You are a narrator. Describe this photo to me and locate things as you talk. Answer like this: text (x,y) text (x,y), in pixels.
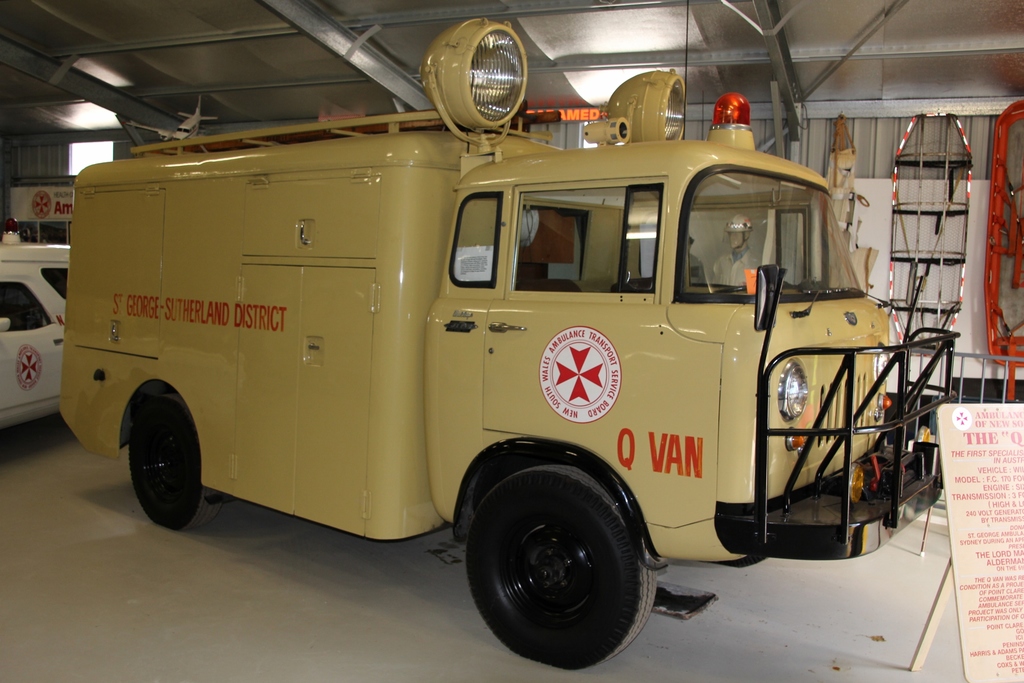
It is a van (675,332), it has headlights (644,121) and orange color light (732,121) on the top (727,155) of it. On the right side (948,433) there is a board (981,501) with matter (996,465) in red color.
